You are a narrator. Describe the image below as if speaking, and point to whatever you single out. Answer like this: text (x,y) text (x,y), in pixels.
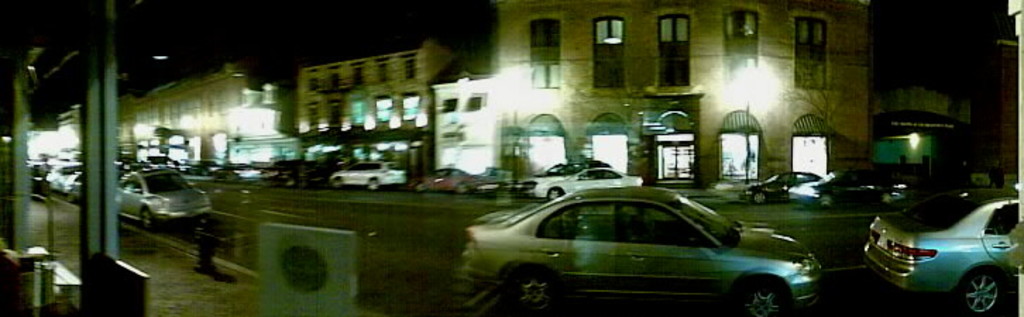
In this image we can see a glass (965,214). Behind the glass (268,315), we can see a pavement (164,280), buildings (204,129), lights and cars (167,184) on the road (376,229). We can see some objects (58,265) on the left side of the image (43,249).
